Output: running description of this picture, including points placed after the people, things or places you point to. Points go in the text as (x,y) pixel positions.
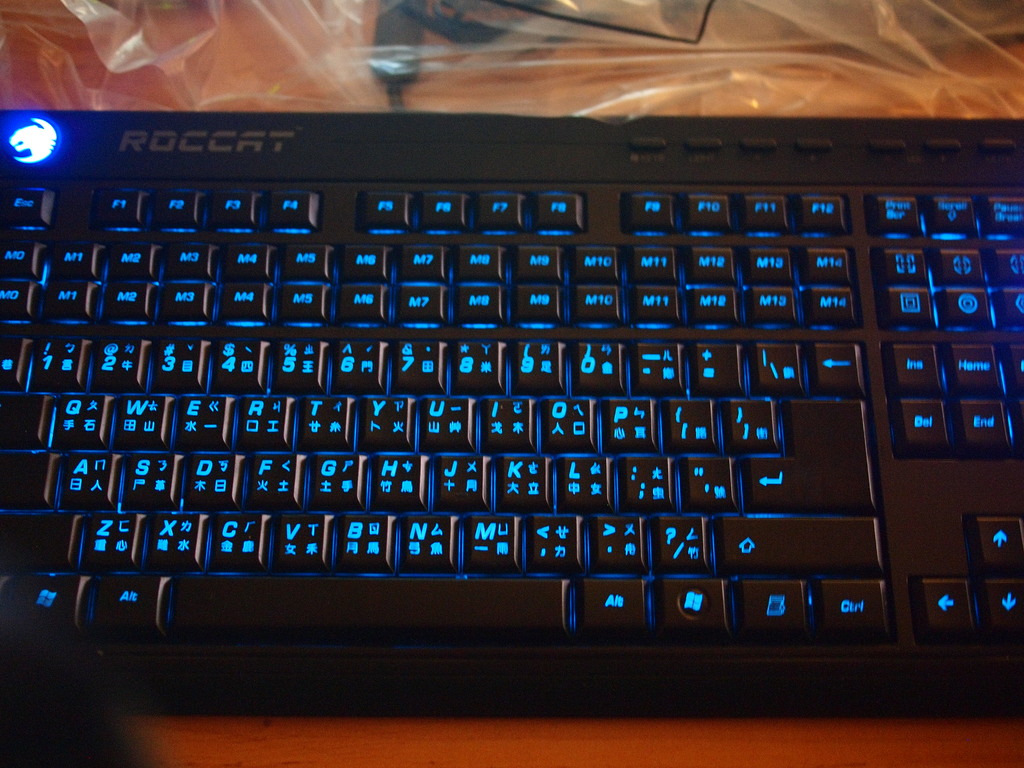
In this image we can see a keyboard (494,162) and a cover (491,65) placed on the table (510,726).
